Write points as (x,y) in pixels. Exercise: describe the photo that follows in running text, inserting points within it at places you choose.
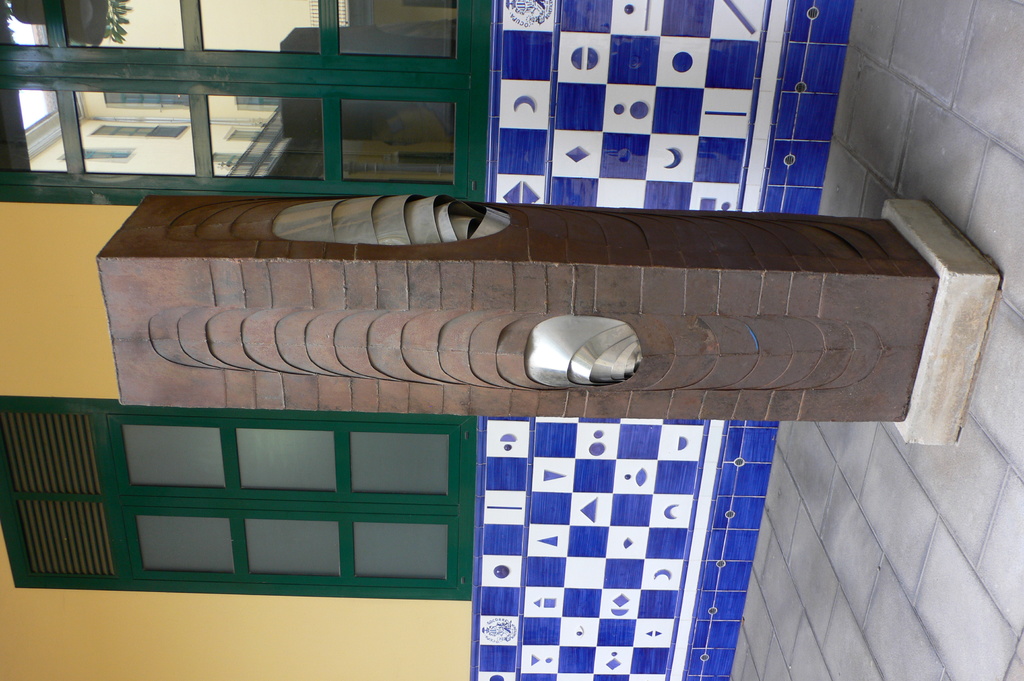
This is wall (482,621) with the windows (290,187) made of glass (298,113), this is pillar (482,305).
